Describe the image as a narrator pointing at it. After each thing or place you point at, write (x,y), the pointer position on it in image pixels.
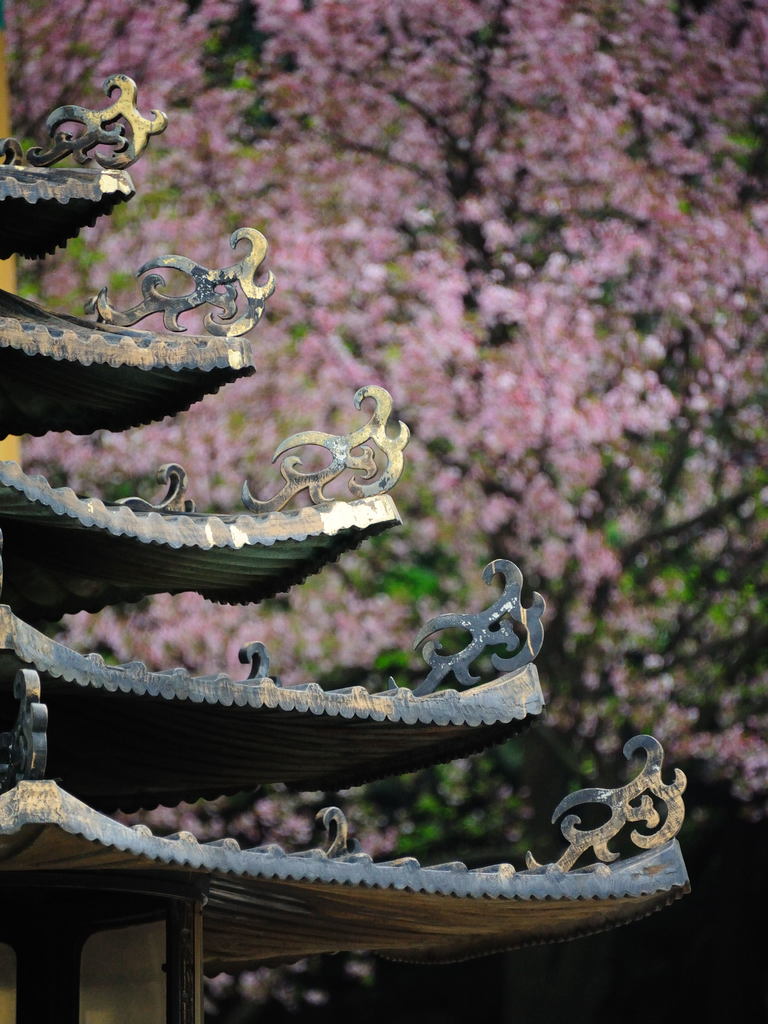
In this image I can see the roof (57,600) of a house (113,977) along with some sculptures (335,463). In the background (536,257) there are many trees (621,308).
